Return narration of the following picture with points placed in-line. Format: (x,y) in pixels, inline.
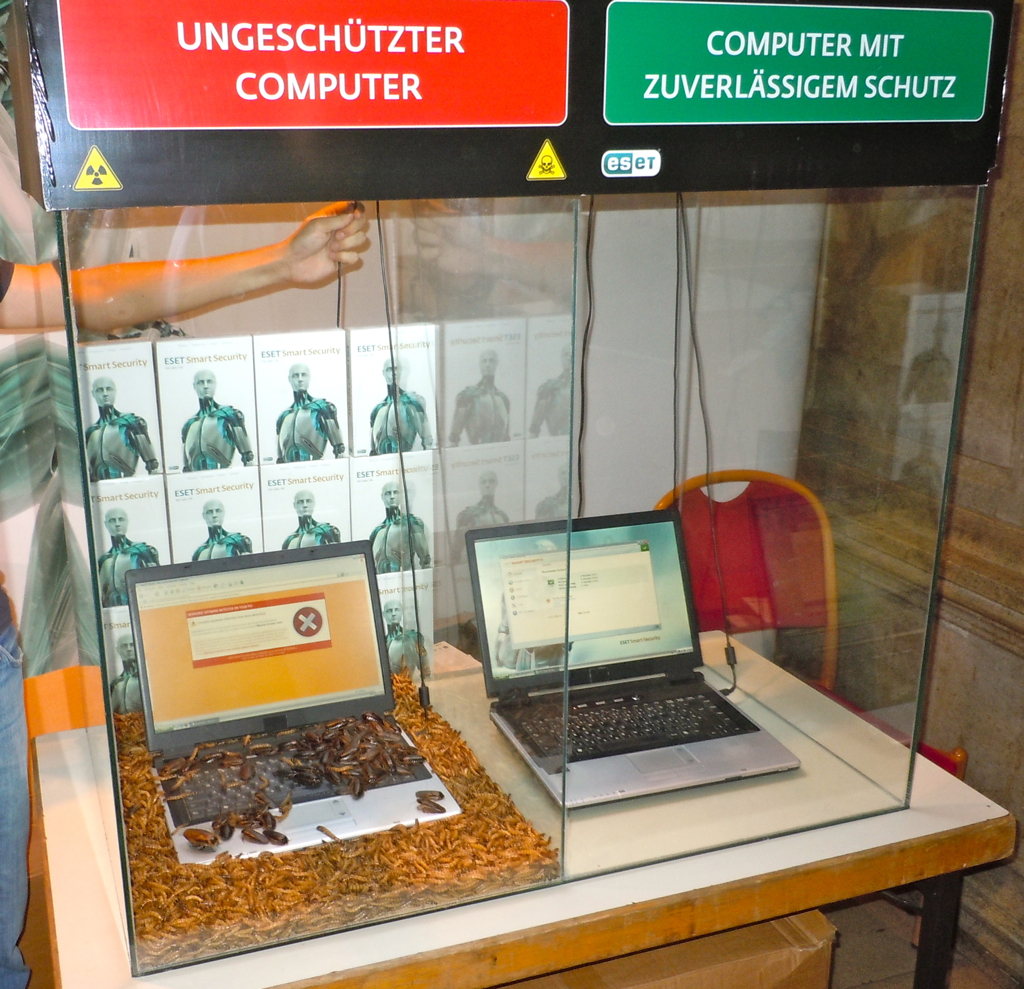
In this picture we can see laptops (640,554) in the glass (825,649). This is the table (933,825) and there is a chair (772,557).
